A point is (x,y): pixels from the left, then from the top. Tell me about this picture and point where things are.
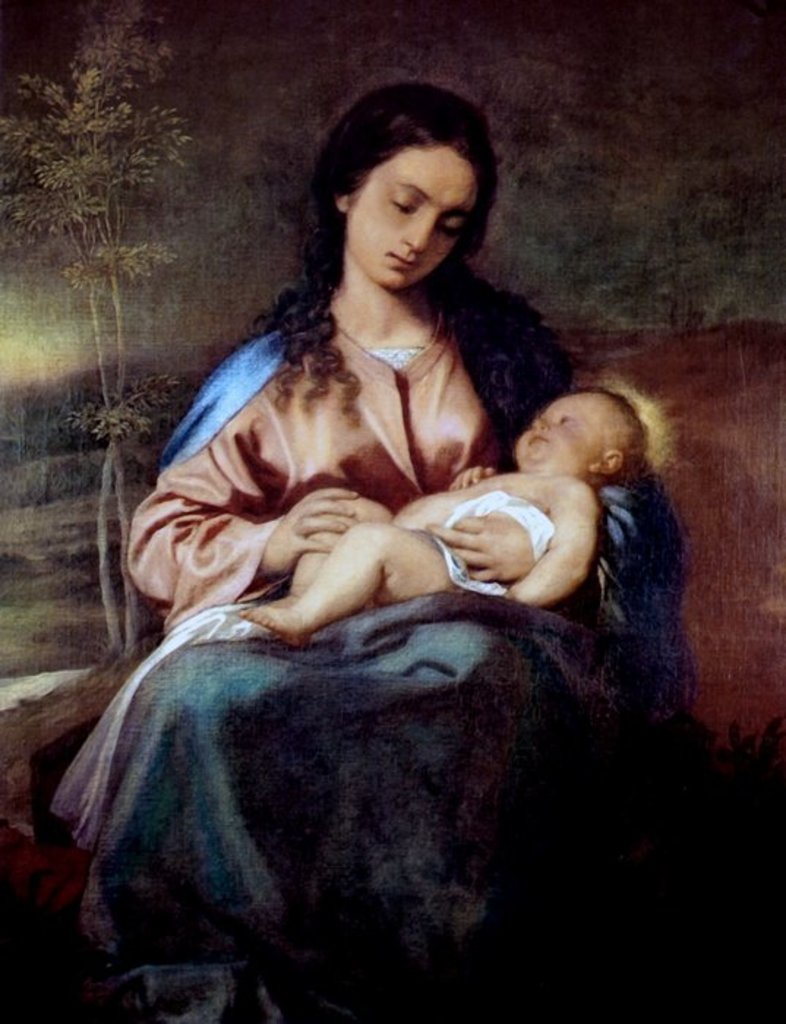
In this picture there is a painting poster (415,463) of a woman (299,505) wearing pink color top (336,448) holding a small baby (380,576) in the hand (268,558). Behind there is a small plant (64,150).
